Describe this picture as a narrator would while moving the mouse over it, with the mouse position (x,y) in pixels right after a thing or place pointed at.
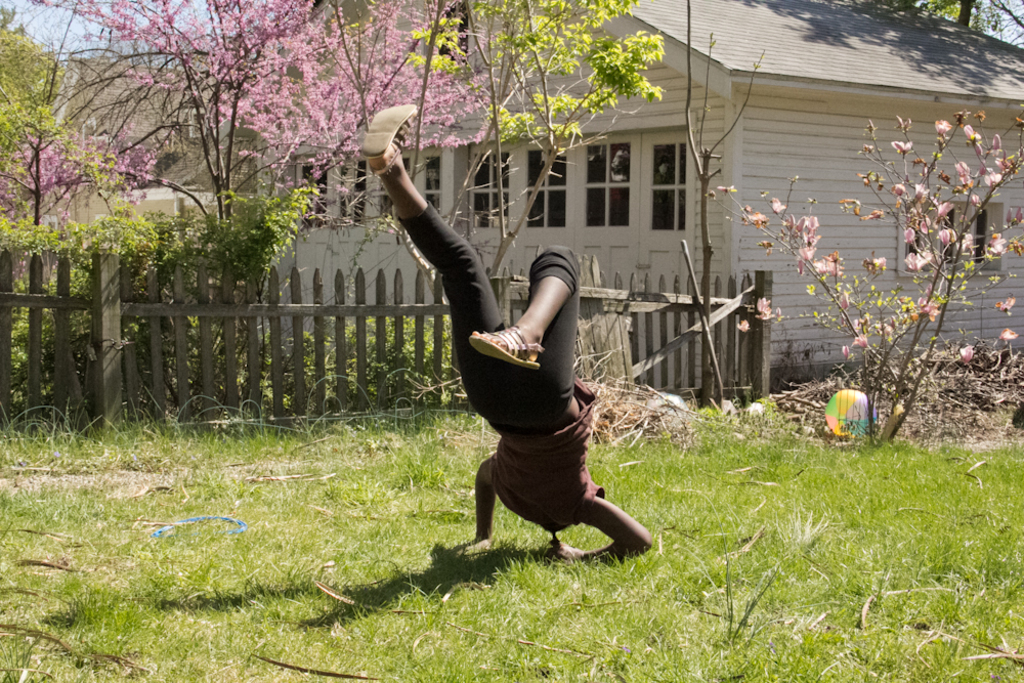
This image consists of a person (628,537) wearing a brown T-shirt (568,447) and black pant (491,328) is performing a stunt. At the bottom (403,571), we can see green grass (534,609) on the ground (979,609). In the background (754,272), there is a house (581,238) along with windows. And we can see a fencing (10,298) made up of wood (709,367). And there are many trees (520,114) and plants (61,242).
